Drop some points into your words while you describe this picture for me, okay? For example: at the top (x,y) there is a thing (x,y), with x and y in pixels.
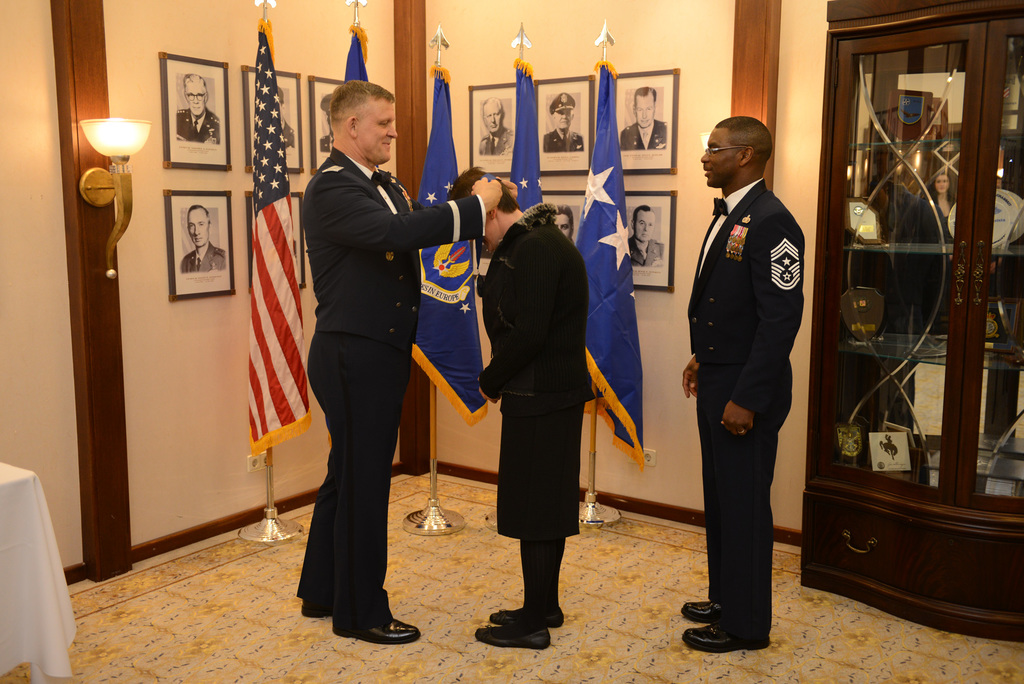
In the center of the image (491,278) we can see persons (578,260) standing. In the background (692,123) we can see flags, wall (698,77), photo frames (316,104), light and cupboard (918,216).
